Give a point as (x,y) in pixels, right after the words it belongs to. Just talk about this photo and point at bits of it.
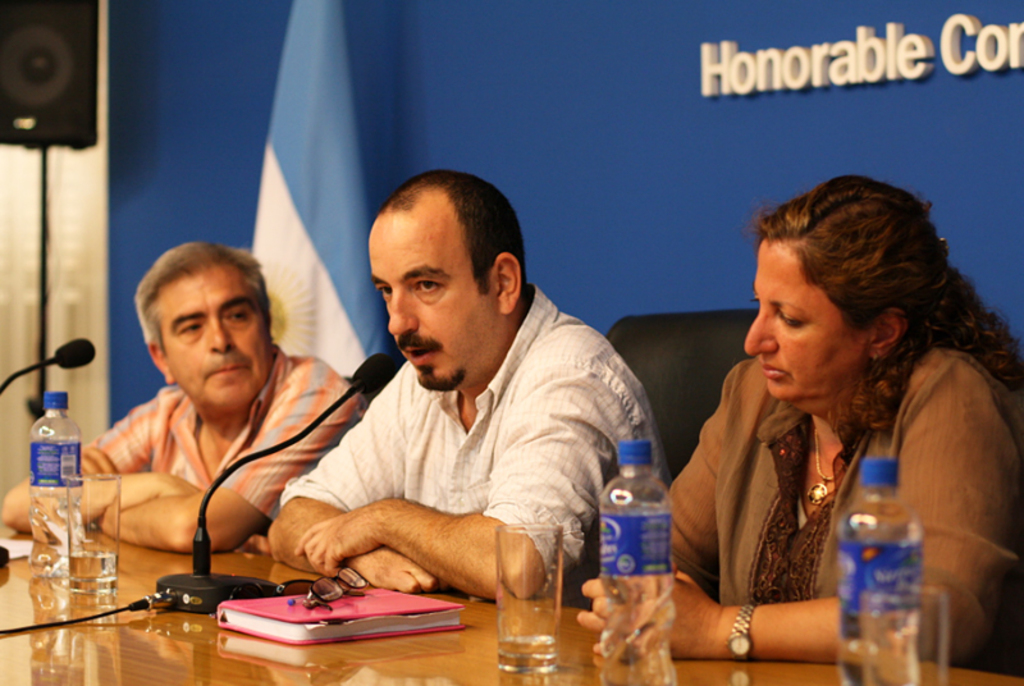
In the background (956,185) we can see a flag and a board (790,54). On the left side of the picture (77,46) we can see a stand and a speaker (68,13). We can see the people (967,483). In this picture we can see a table (237,641) and on a table (384,684) we can see microphones (199,557), water glasses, bottles (60,442) and we can see spectacles (357,587) on a diary (261,610).
